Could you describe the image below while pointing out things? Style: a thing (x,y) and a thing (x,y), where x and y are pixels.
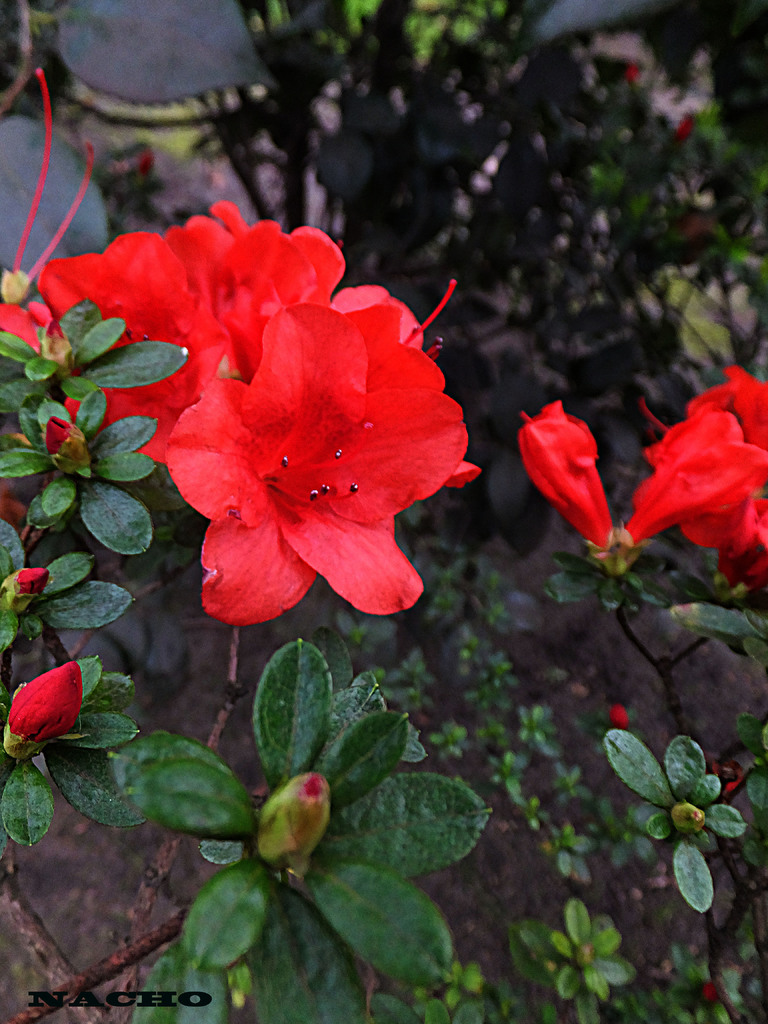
In this picture we can see flowers (620,708), plants (527,729), some stones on the ground (450,695), in the bottom left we can see some text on it.
